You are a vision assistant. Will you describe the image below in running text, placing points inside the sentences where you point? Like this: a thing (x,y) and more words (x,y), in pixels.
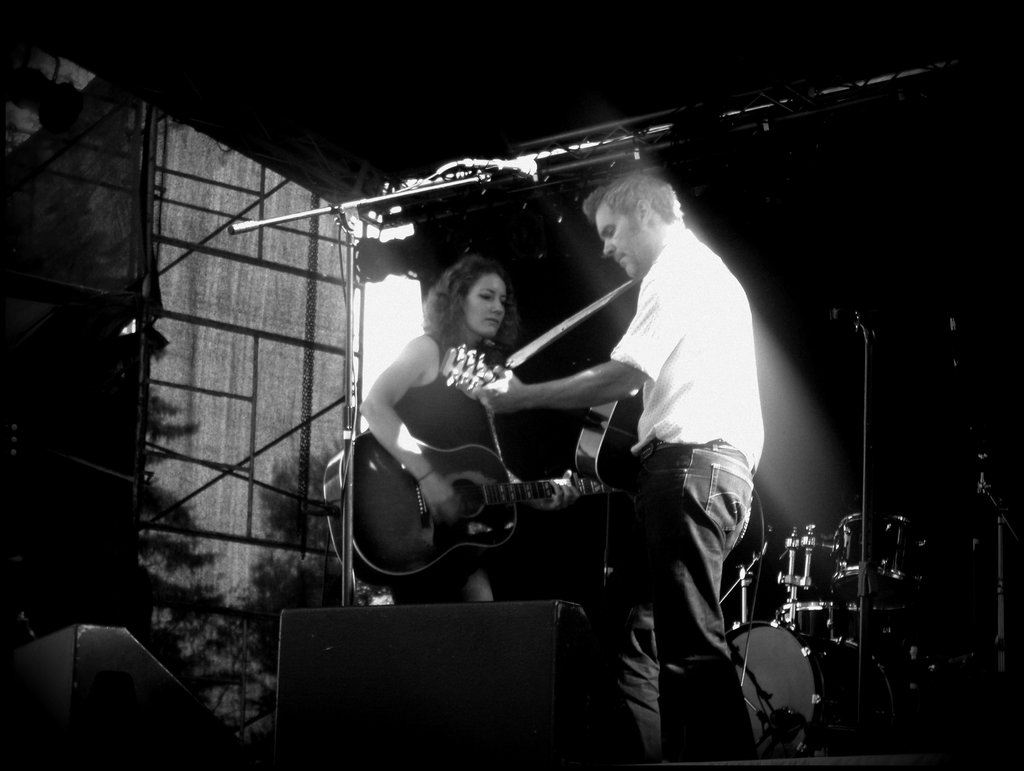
It is a black and white picture there are two people (596,376) in the picture, both of them are holding guitar (593,428) behind them there are drums (890,542), mike (869,568), in the background (244,165) there is a sunlight (228,168) falling through the curtain (324,297) inside the room (570,290).
